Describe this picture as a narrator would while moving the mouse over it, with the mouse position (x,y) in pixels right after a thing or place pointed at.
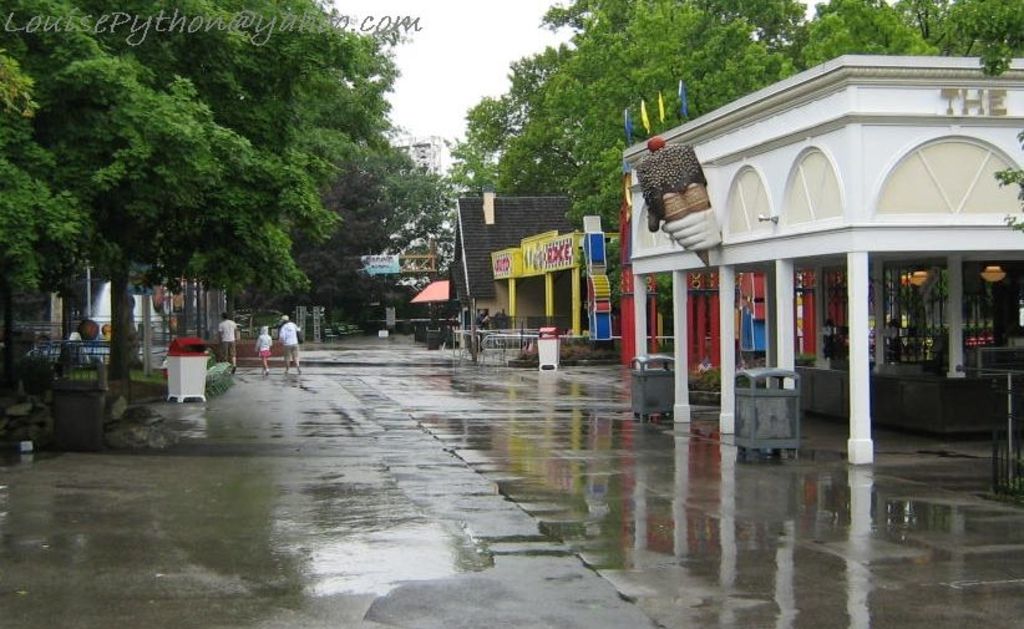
In this image there are group of persons (265,347) walking. At the right side (835,268) there are building (777,267), pillar (867,282), lights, black colour stand (764,403), trees (680,59). At the left side (84,356) there are fence (74,367) with white colour bin (184,389) and black colour bin (86,414). The floor (457,464) is wet. In the background (437,148) there are buildings (430,161) visible and on the top (463,59) the sky (462,56).
